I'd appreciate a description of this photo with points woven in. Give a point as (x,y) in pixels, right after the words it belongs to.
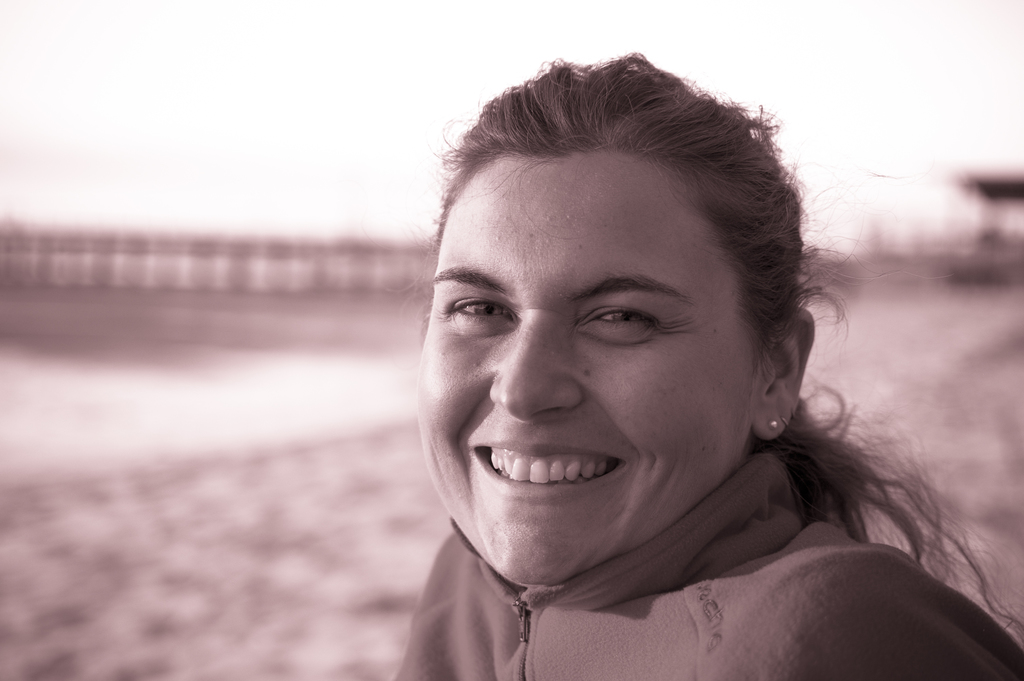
This is a black and white image. We can see a lady (569,526) smiling and the background (995,406) is blurred.
